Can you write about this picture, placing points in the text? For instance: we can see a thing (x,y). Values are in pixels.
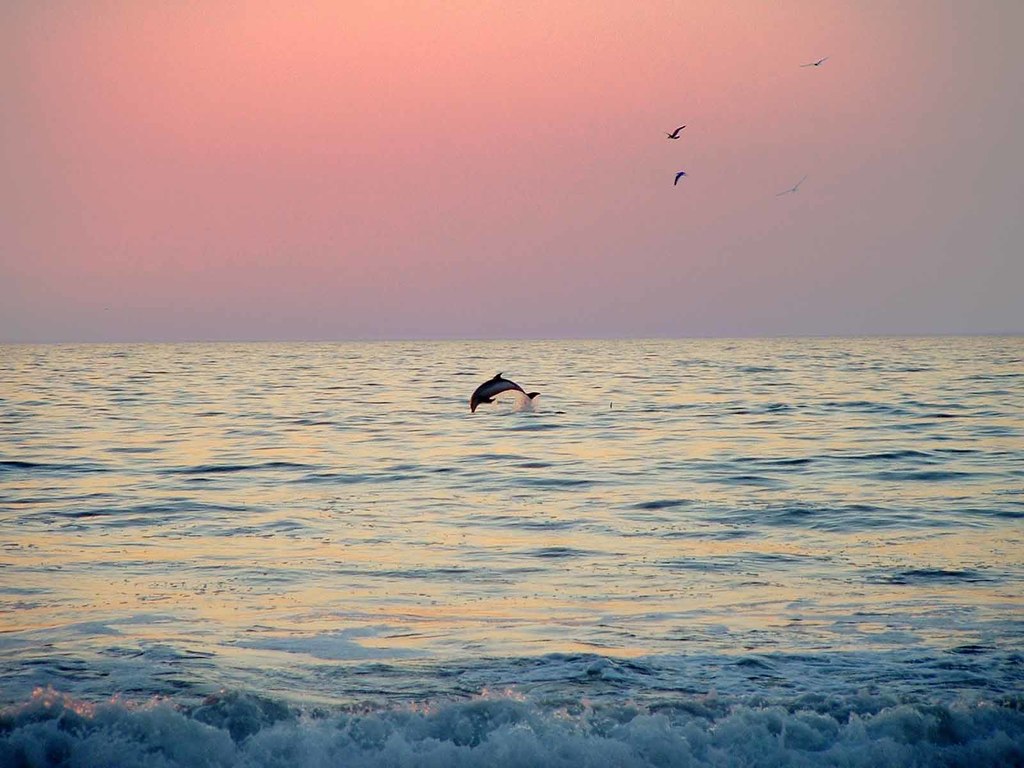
This picture is clicked outside the city. In the foreground (396,490) we can see a water body (474,419) and a dolphin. In the background (323,73) there is a sky (365,151) and we can see some birds (786,193) are flying in the sky (792,84).
